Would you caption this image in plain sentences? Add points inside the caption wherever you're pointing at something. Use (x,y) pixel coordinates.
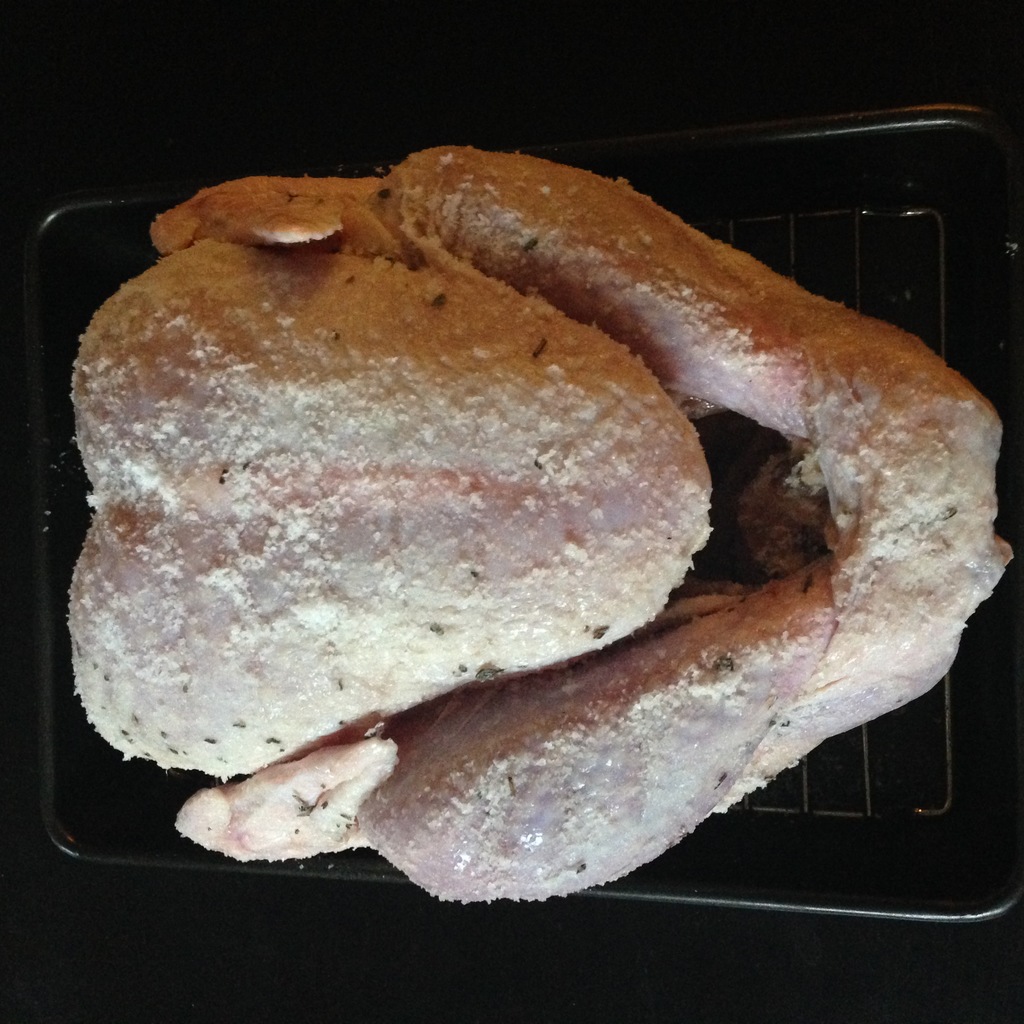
In this picture we can see a tray (884,882), there is chicken (654,523) present in the tray (877,870), we can see a dark background (309,72).
